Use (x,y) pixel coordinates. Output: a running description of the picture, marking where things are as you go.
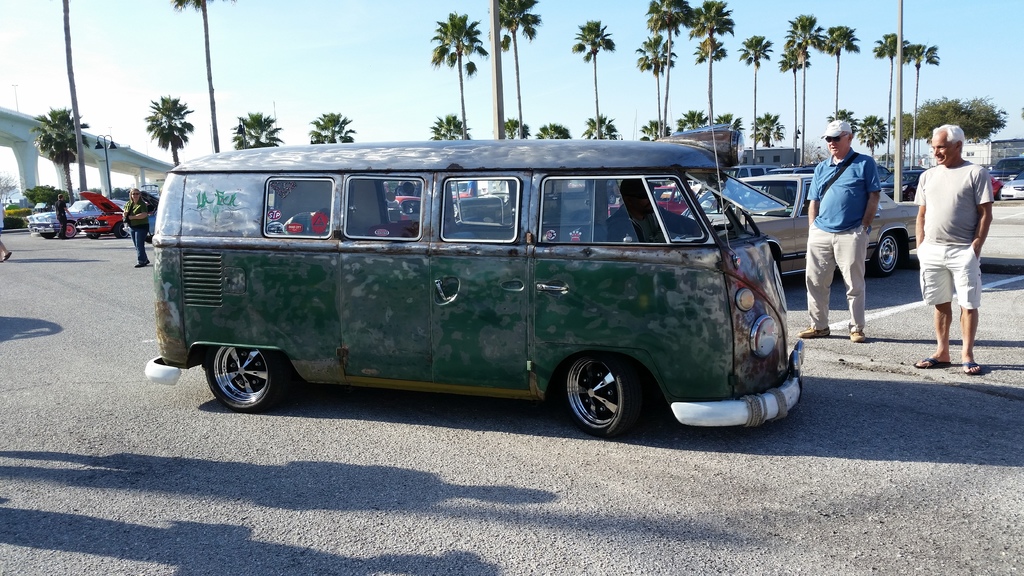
In this image there is a road (371,484) on that road (384,488) there is a van (228,253), beside the van (690,303) there are two men (865,245) standing, in the background (805,199) there are cars (790,203), trees (176,139) and a bridge (24,175) and there is a blue sky (953,67).
